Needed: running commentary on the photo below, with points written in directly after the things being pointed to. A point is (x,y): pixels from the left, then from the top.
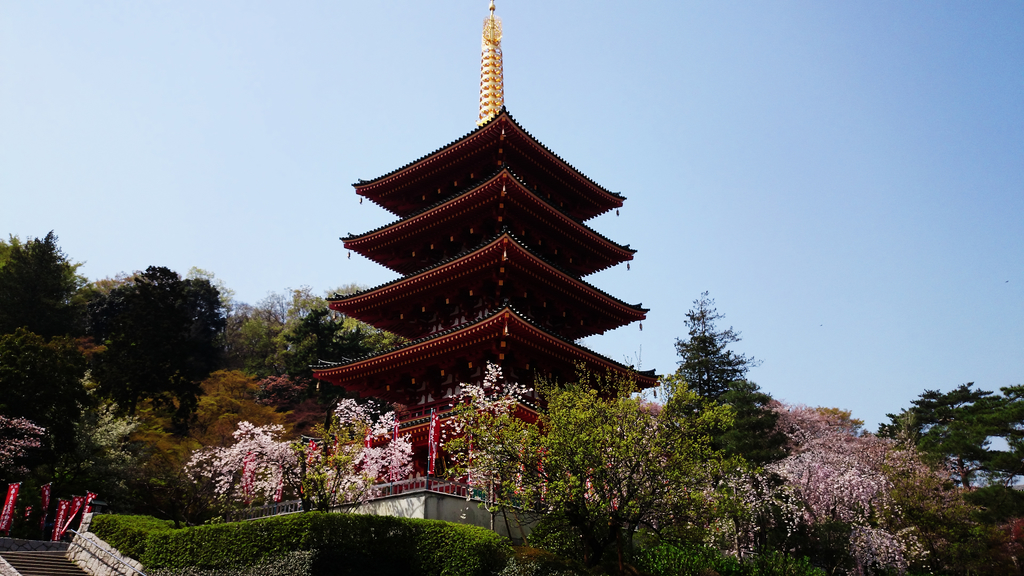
In the foreground of the picture (553,473) there are trees (681,460), plants (344,533) and staircase (48,552). In the center of the picture (503,308) there is a pagoda (463,296). On the left (140,363) there are trees (224,423). On the right (951,412) there are trees (901,428). In the background (345,85) it is sky (782,218).
